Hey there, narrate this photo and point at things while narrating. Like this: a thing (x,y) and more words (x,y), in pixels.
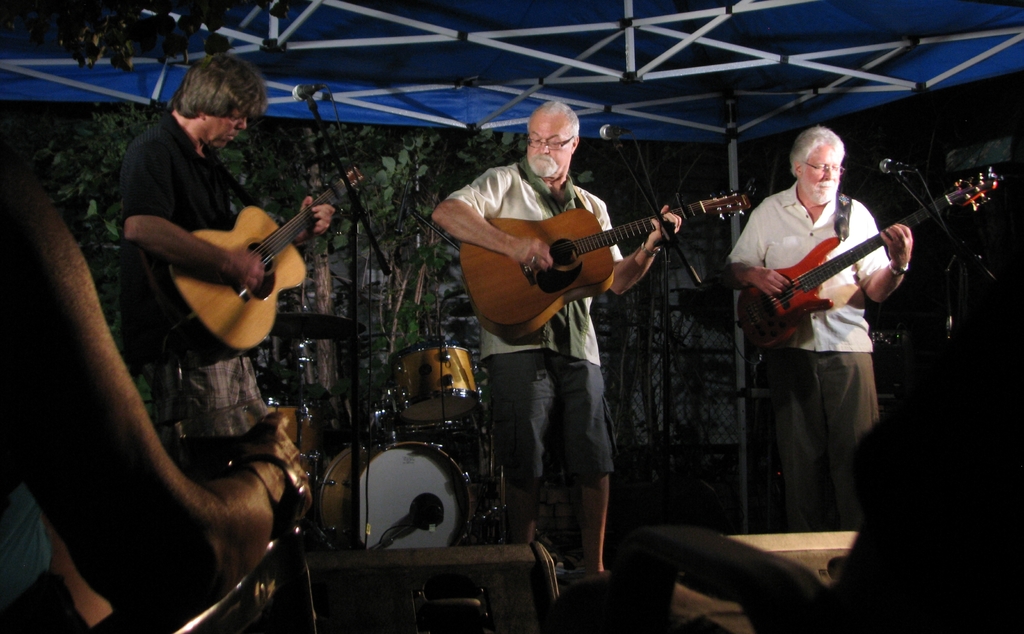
This picture shows three men (497,374) standing and playing guitar (246,225) and we see drums (432,377) on their back and we see a microphone (361,220) in front of them and we see audience (14,231) seated and watching them.
